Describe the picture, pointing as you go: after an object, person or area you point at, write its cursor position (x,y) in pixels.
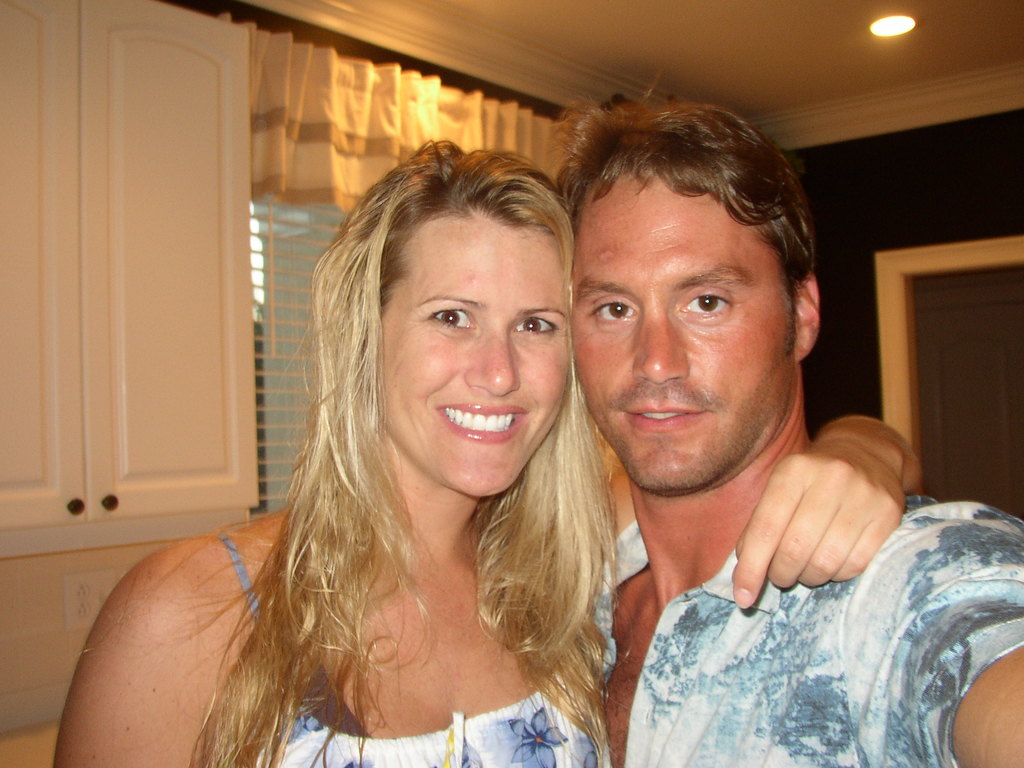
In this image on the right (773,460), there is a man (745,462), he wears a shirt (742,614). In the middle (458,467) there is a woman (447,682), she wears a dress (447,759), her hair (314,651) is long, she is smiling. In the background (103,385) there are curtains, cupboards (232,307), window (279,299), lights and wall (866,192).
